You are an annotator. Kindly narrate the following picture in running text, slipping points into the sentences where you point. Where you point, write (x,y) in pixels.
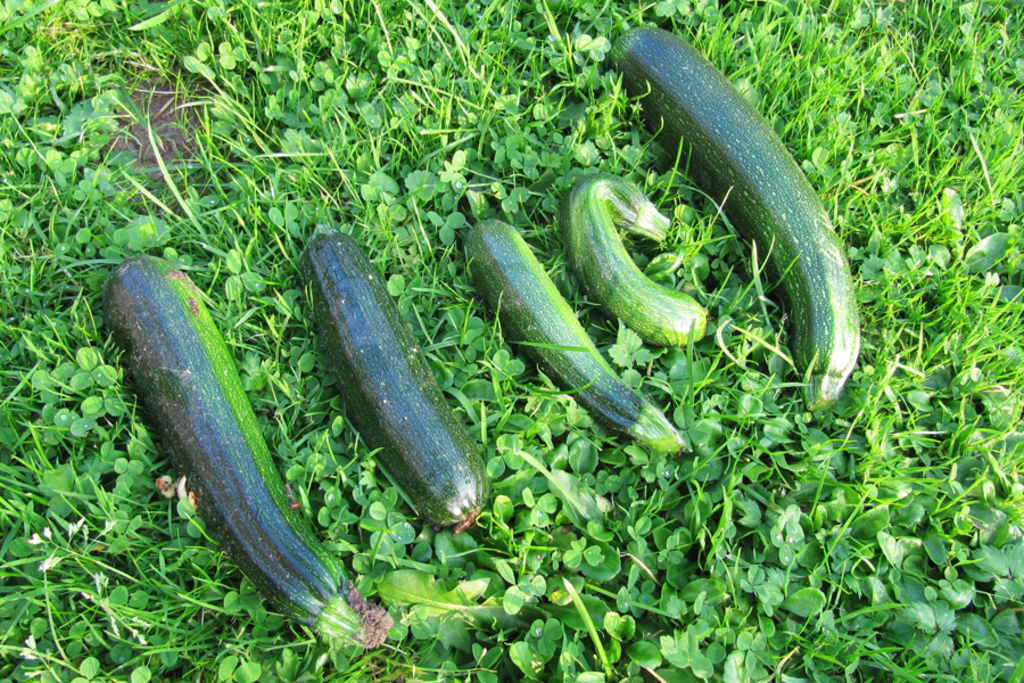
There are green color vegetables (739,142) arranged on the grass (54,584) on the ground (78,570). In the background (548,30), there are green color plants (93,269).
